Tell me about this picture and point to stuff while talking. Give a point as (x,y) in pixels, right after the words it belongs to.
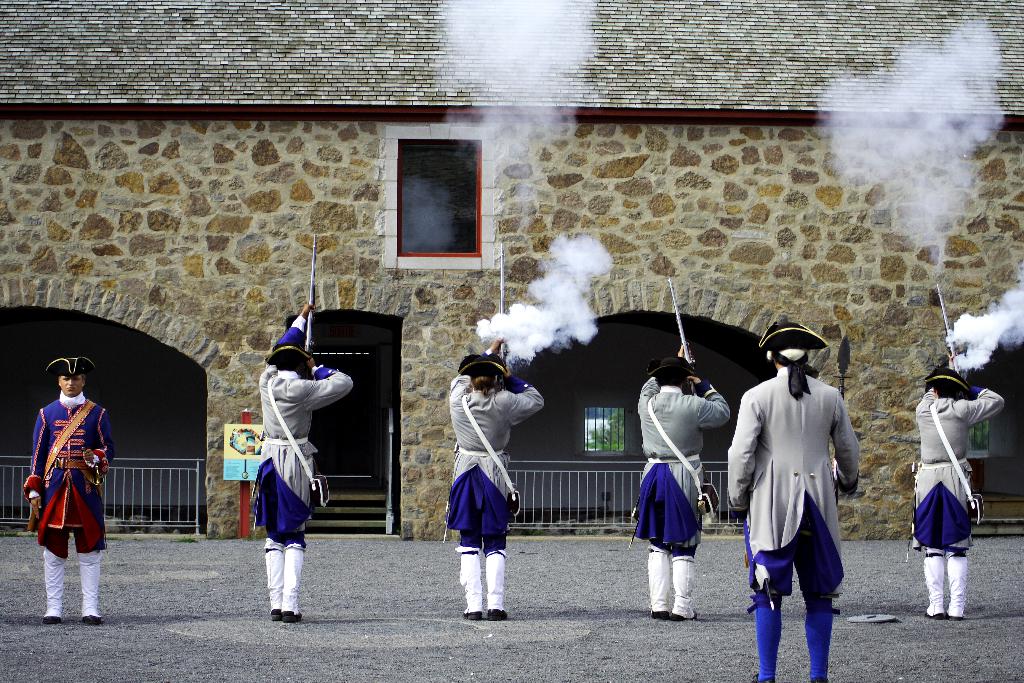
In the foreground (670,509), I can see a group of people (668,441) are holding guns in their hand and two persons (821,557) are standing. In the background (1003,458), I can see a building (861,455), smoke (513,343) and a fence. This image taken, maybe during a day.
